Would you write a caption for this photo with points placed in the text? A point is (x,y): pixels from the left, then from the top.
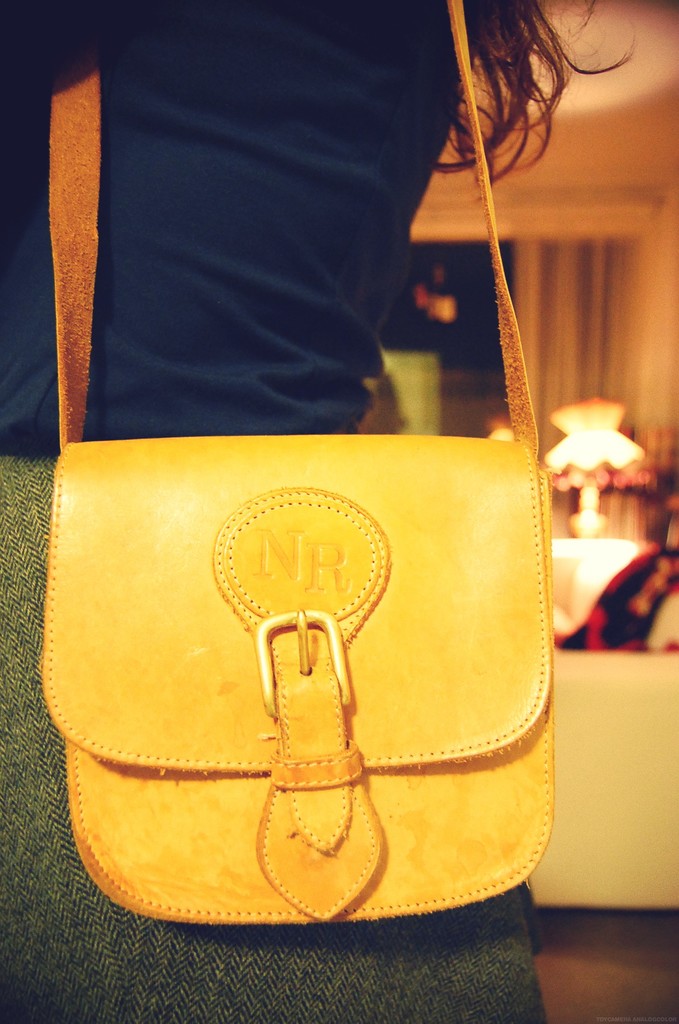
In this image i can see a person (228,417) is carrying a bag (318,605).
